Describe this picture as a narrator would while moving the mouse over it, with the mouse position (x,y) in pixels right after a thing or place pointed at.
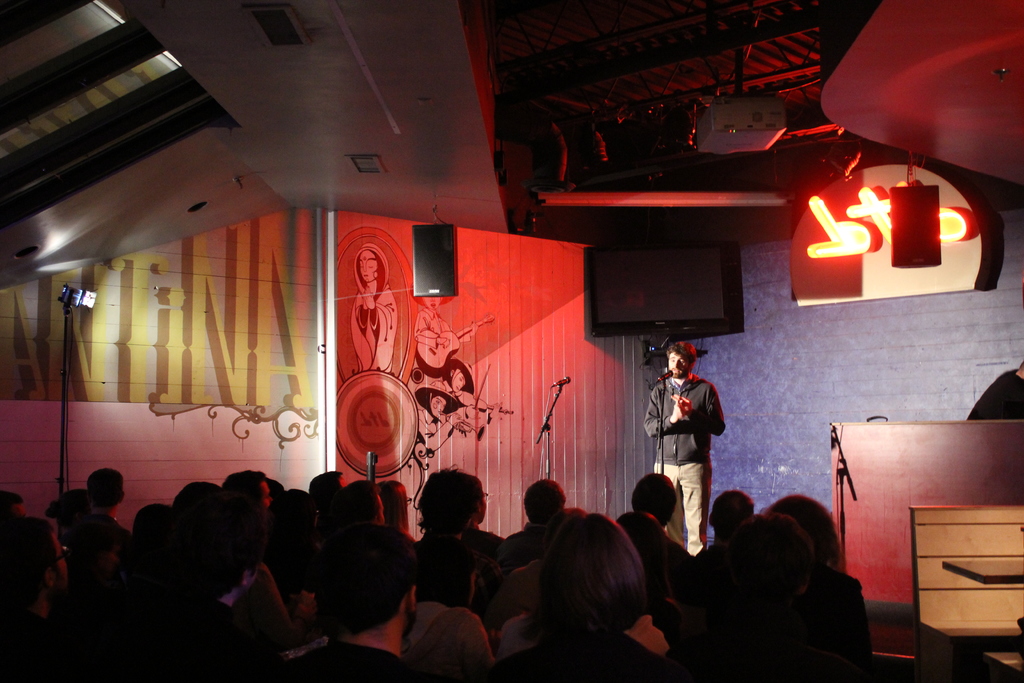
A man (668,405) is standing near the microphone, here people (468,550) are sitting, here there is television (611,301) and speaker (455,263), here there is wall (174,394), this is roof (487,182) with the projector (711,139).
